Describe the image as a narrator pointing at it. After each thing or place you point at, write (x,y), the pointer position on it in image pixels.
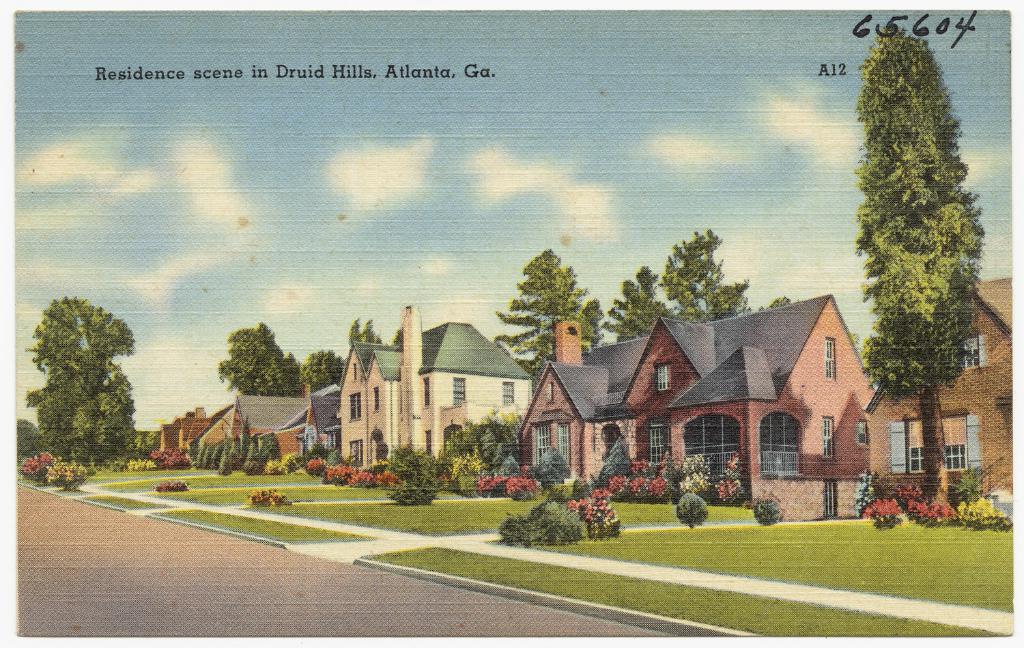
In this image there is a painting (297,442) of houses (331,391), trees (236,381) and grass (707,554) on the ground (496,540), there is some text (351,80) written on the image and the sky (504,196) is cloudy.
